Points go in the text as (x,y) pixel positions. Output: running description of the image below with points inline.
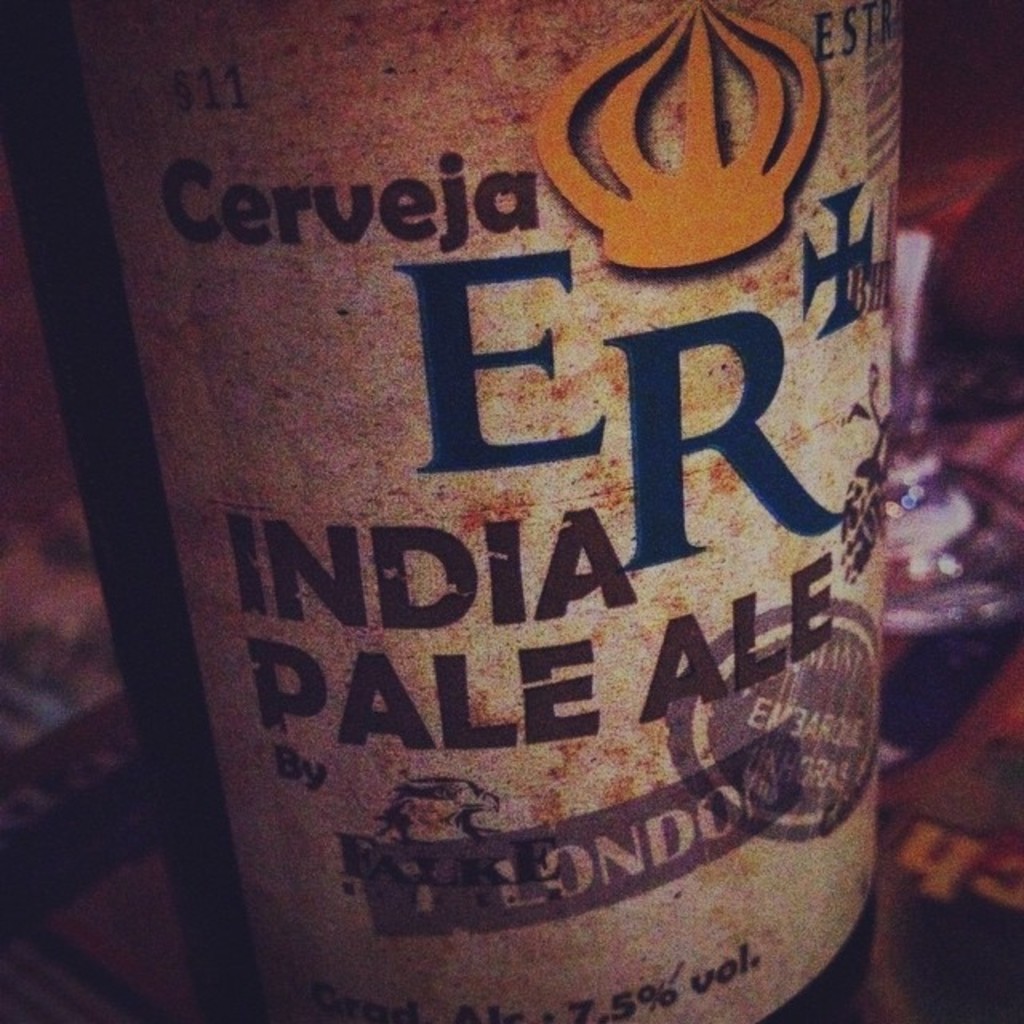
The picture consists of a bottle (173,660), on the bottle (428,1006) there is text (261,219). The background (51,501) is blurred.
